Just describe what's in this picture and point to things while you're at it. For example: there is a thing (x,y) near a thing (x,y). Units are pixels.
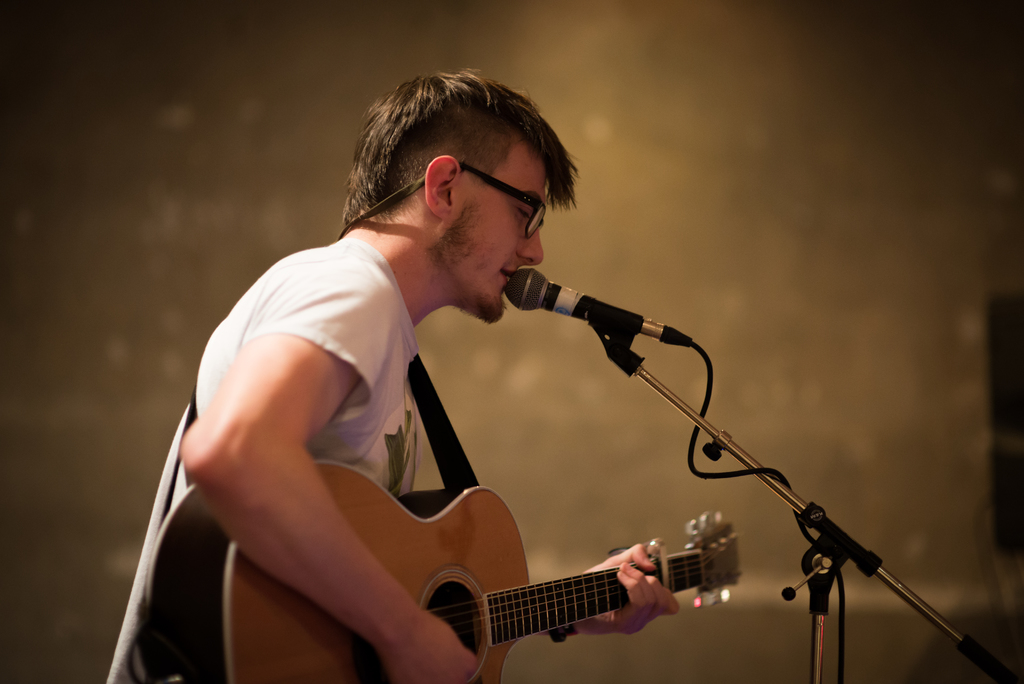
This picture shows a man (368,419) playing a guitar (339,631) in his hands (427,615) and singing in front of a mic (524,283) and a stand (618,328), wearing spectacles (502,185).
